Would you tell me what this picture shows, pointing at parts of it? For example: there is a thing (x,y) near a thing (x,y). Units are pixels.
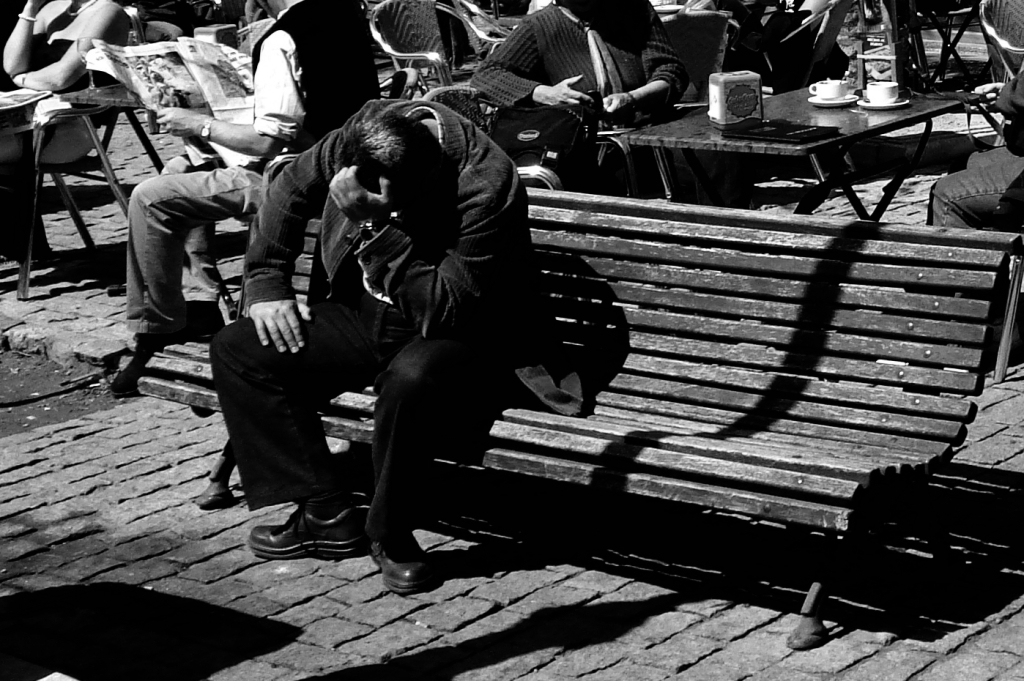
In this image we can see a person (521,338) who is sitting on the bench (598,431) and behind there are some other people (333,111) sitting on the chairs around the tables (791,144) on which there are some things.
